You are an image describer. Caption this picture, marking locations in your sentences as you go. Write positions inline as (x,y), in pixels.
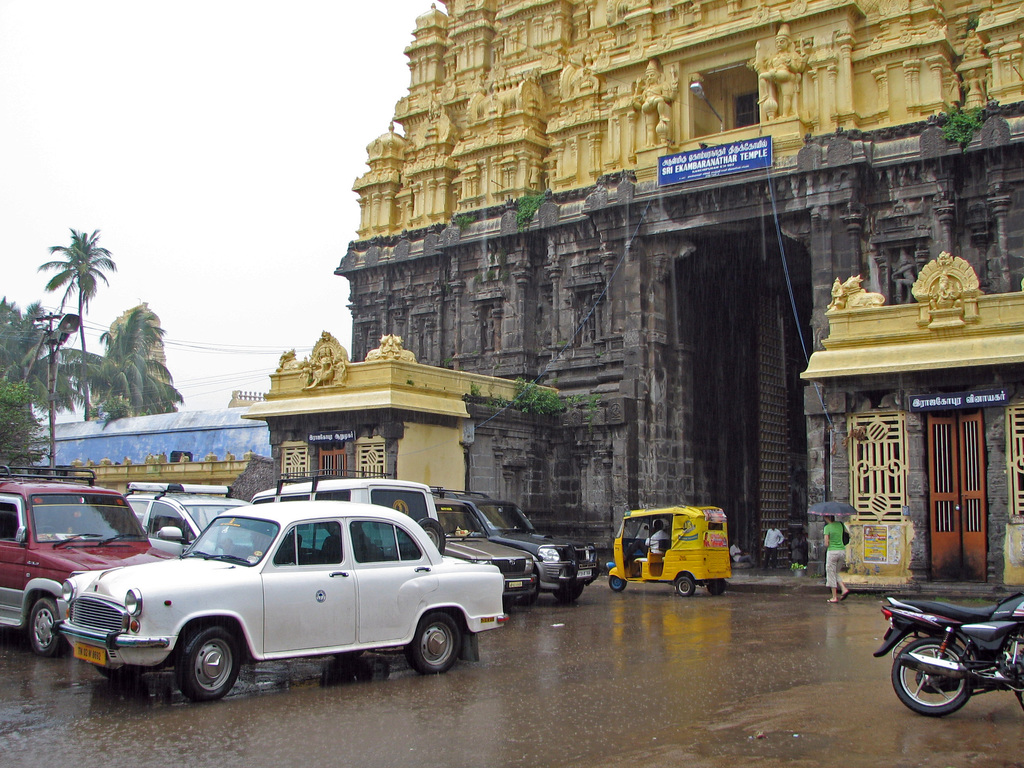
In this picture we can see temple (878,328), in front (201,595) few vehicles (221,554) are placed, few people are walking, around we can see some trees (100,370).
